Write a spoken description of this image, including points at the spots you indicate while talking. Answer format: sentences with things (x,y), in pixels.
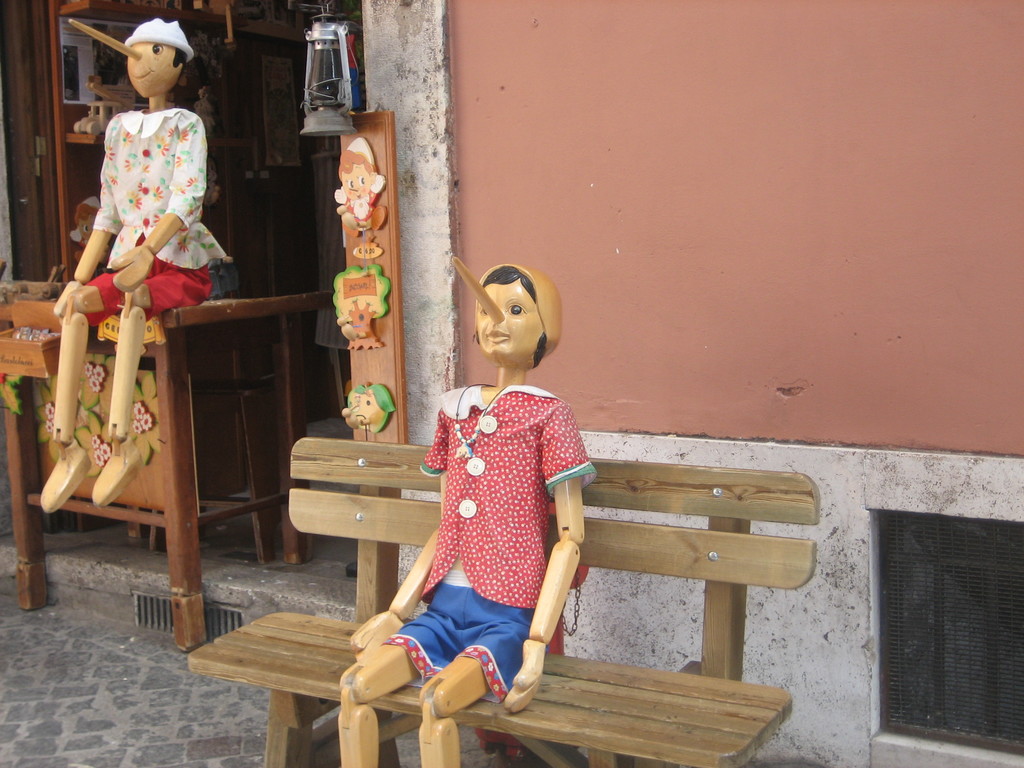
In this picture we can see a wooden puppet (454,500) sitting on bench (744,729) and beside to this we have lamp (321,135) and a puppet (110,194) sitting on table (164,379) and in background (96,140) we can see cupboards (80,171), wall (663,75).
